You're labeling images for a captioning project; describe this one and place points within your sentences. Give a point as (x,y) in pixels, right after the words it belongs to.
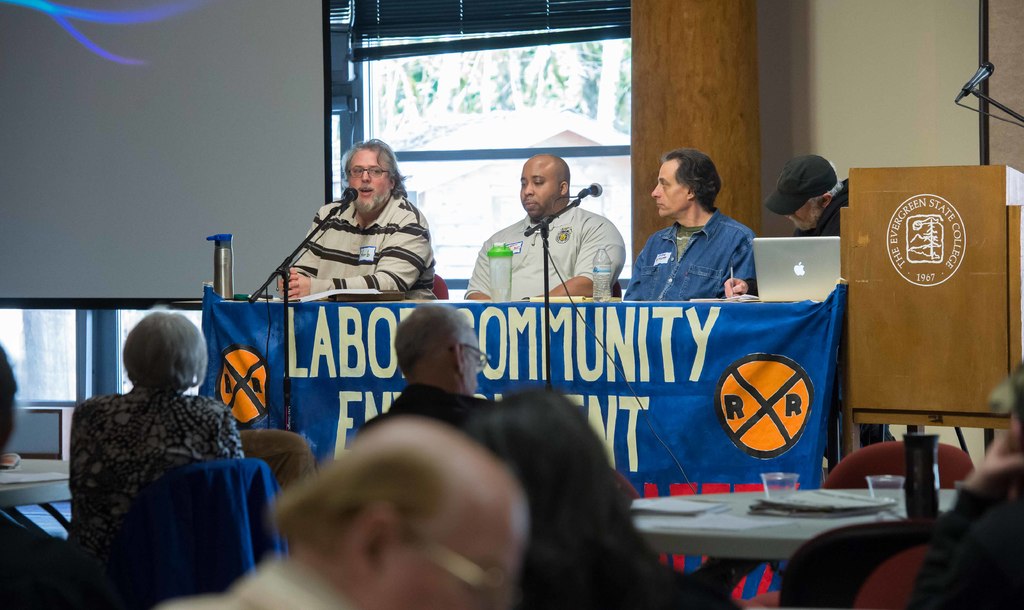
In this image we can see the people (794,167) sitting on the chairs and we can see the table (494,370) with banner (808,357) and microphones (572,201). And there are papers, glasses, bottles (227,281) on the table (675,427). Right side, we can see a podium (941,256) and microphone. At the back (384,20) we can see a screen (142,129), windows (493,111) and wall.
